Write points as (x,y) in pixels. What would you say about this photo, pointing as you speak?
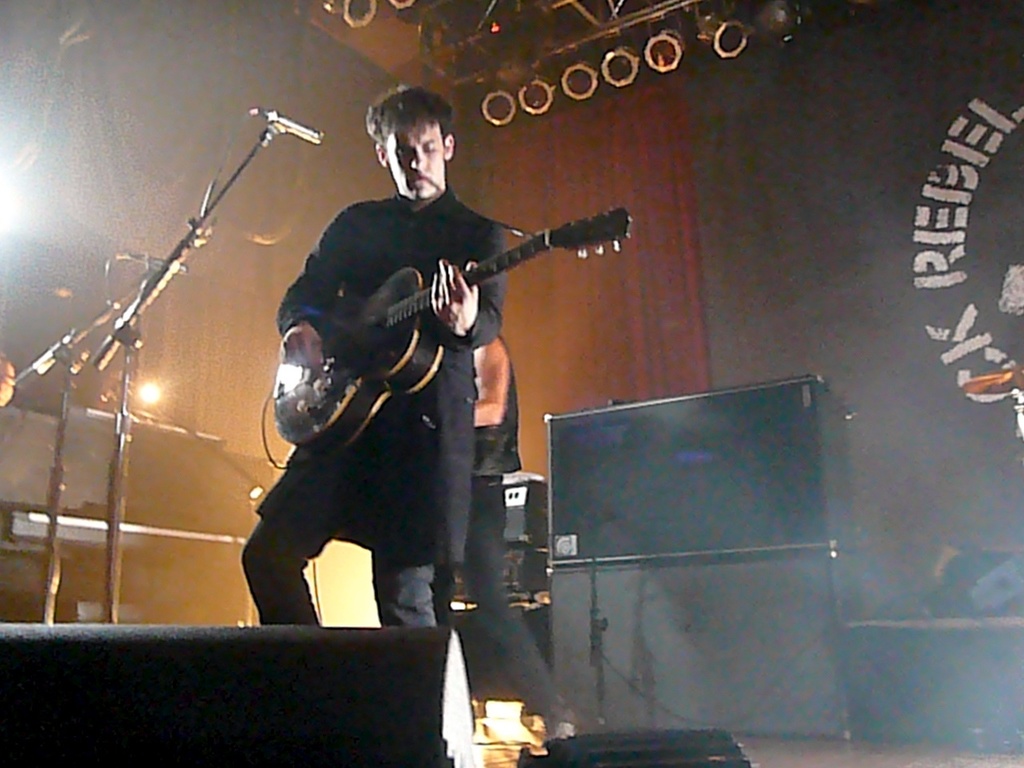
Here we can see a man (453,204) standing and holding a guitar (390,298) in his hands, and in front (138,340) here is the microphone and stand (136,305), and at back (160,392) here are the lights (147,386).
